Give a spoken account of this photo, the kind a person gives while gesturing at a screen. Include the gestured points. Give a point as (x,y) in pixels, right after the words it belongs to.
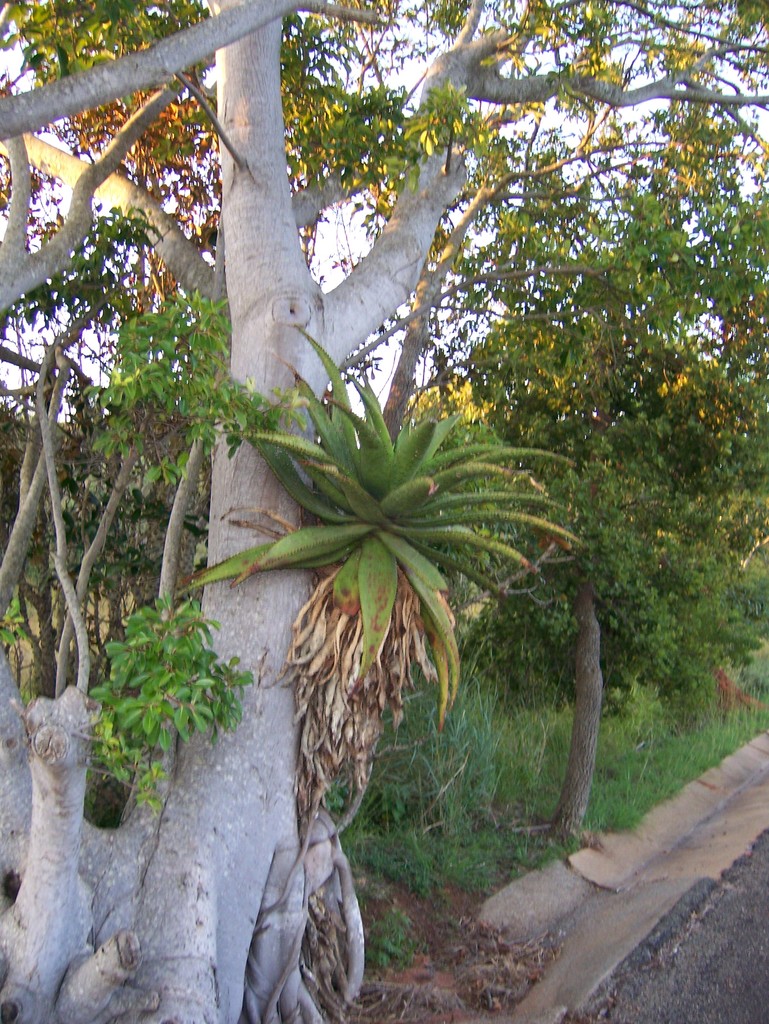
In this image we can see some trees (314,868) and grass (448,843) on the ground (657,865).
